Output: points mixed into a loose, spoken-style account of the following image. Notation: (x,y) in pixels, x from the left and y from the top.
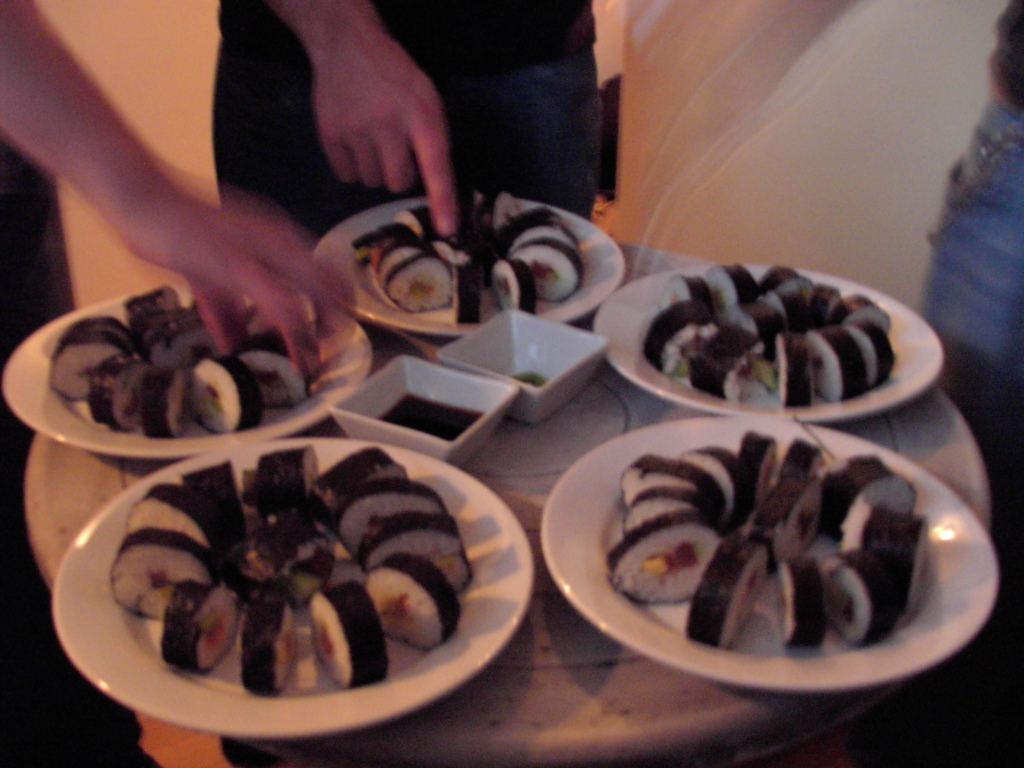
In this image we can see food item (209,414) on the plates (657,613), there are bowls (453,376) on a table (543,451), there are group of people (500,178) standing.
